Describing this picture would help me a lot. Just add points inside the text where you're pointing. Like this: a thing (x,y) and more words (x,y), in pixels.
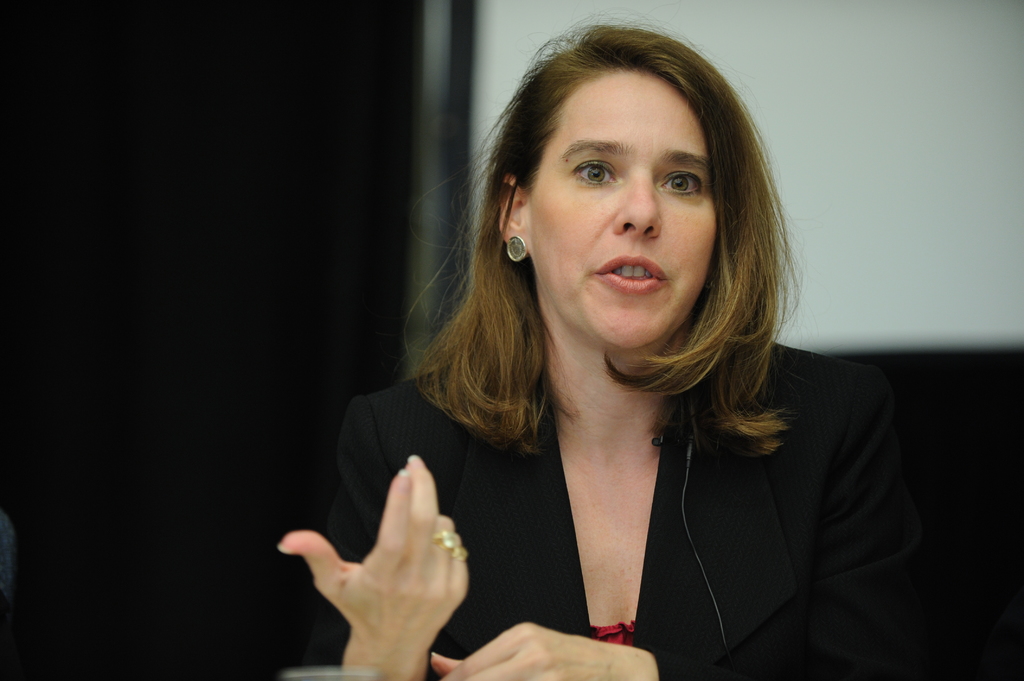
In this picture we can see the women (677,220) wearing a black suit (576,581), sitting in the front (527,636) and speaking something. Behind there is a white wall (843,161) and dark background (273,285).
